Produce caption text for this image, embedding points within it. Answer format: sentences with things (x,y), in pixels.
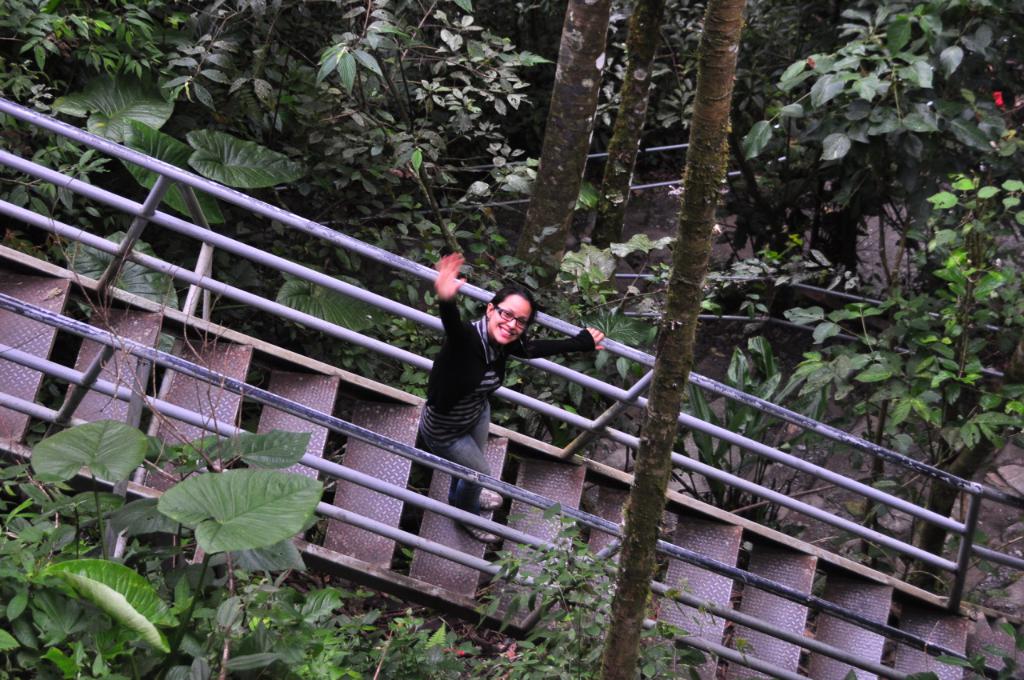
in the given picture i can see a woman (489,345) waving hand (454,263) and she is wearing specs (520,326) and holding iron grill (593,334), she is standing on stairs (484,510) and smiling and behind her i can see trees (295,129) and also i can see pole wires (660,149) which is passing through, towards right (859,152) i can a green tree (909,99) and red color flower (996,105) which is available and right in front (233,533) her i can see few trees (245,562).
